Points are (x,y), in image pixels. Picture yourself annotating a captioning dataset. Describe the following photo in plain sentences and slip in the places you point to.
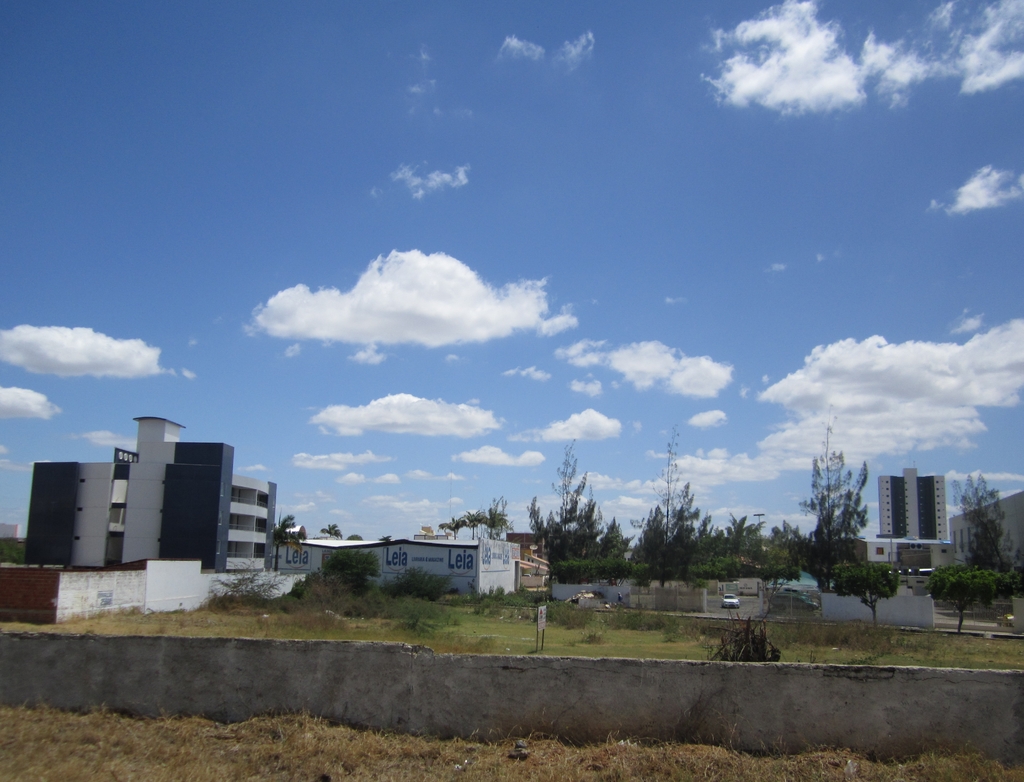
In the image we can see there are buildings (888,520) and trees (610,549). Here we can see wall (427,694), grass (320,738), plant (374,610), board (543,636) and a cloudy pale blue sky (445,334). We can even see a vehicle (726,598) on the road (715,609).
